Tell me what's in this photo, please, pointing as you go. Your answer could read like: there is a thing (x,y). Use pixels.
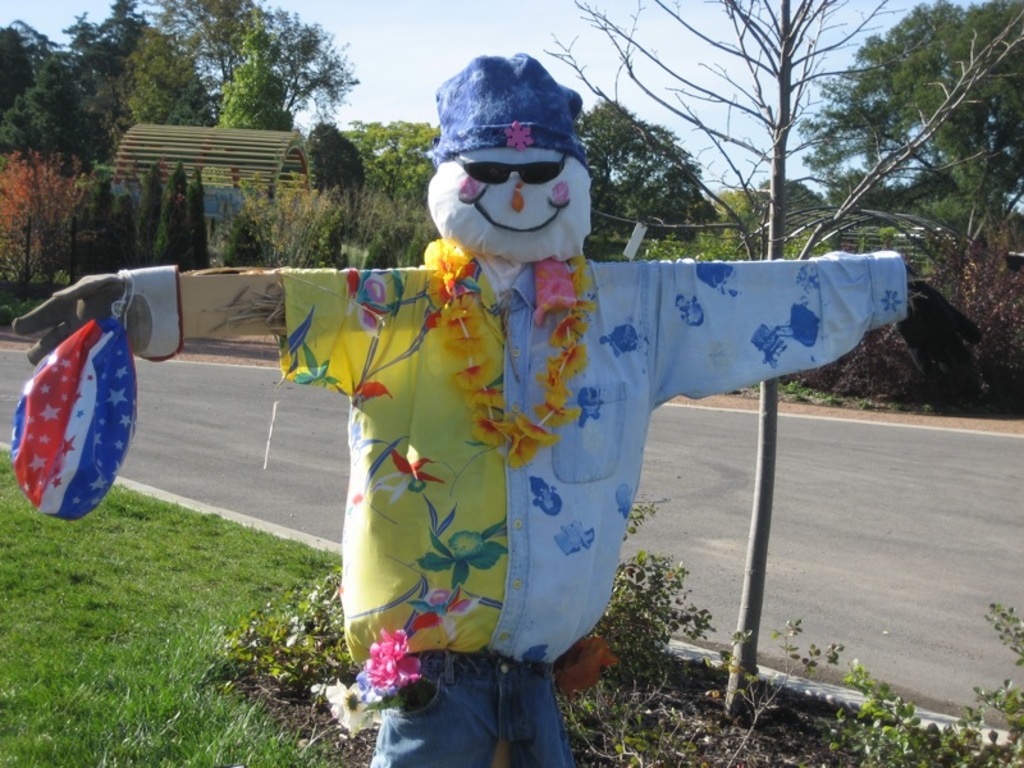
In the picture we can see a grass path (19,662) on it, we can see a dried tree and some doll (494,578) made of sticks (253,315) and some clothes (436,485) to it with some gloves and in the background (213,378) we can see a road (998,500) and besides we can see plants (359,253), trees (993,57) and sky (368,123).
